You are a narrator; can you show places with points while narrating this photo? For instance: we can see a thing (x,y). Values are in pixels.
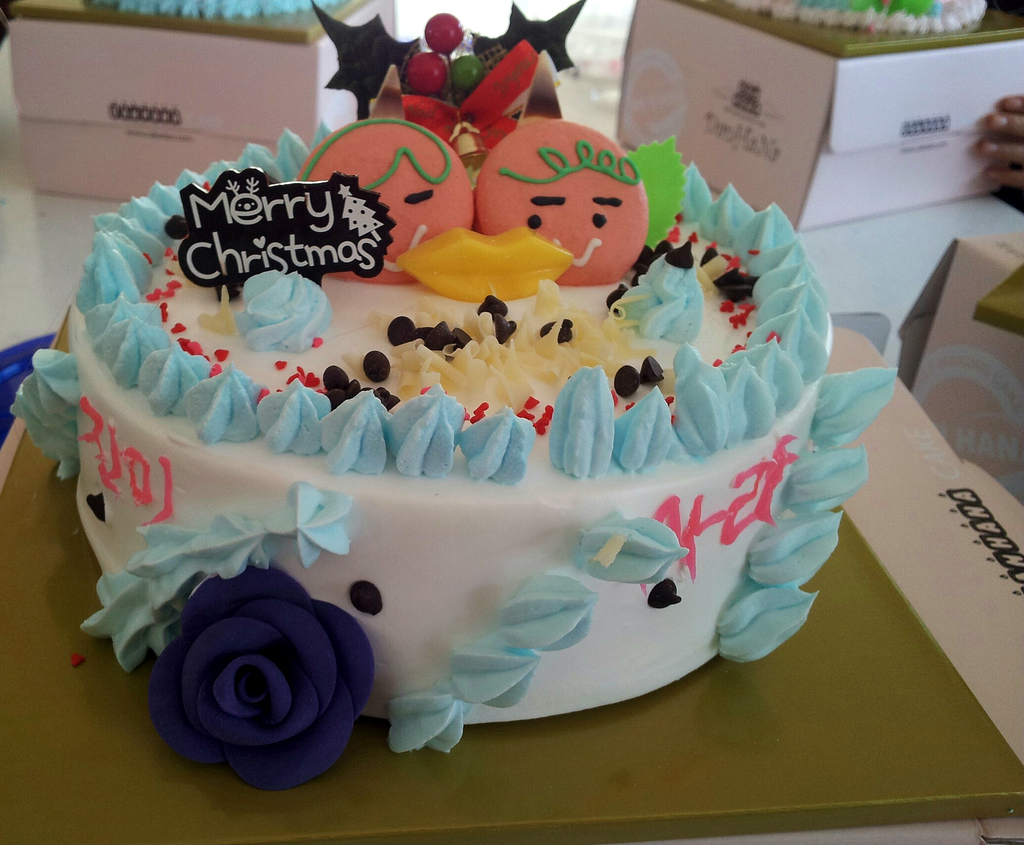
In this picture I can observe a cake (238,458) which is in white, blue, red and black colors. The cake (305,188) is placed on the table (860,607). In the background (192,98) I can observe two white color boxes (729,108).
